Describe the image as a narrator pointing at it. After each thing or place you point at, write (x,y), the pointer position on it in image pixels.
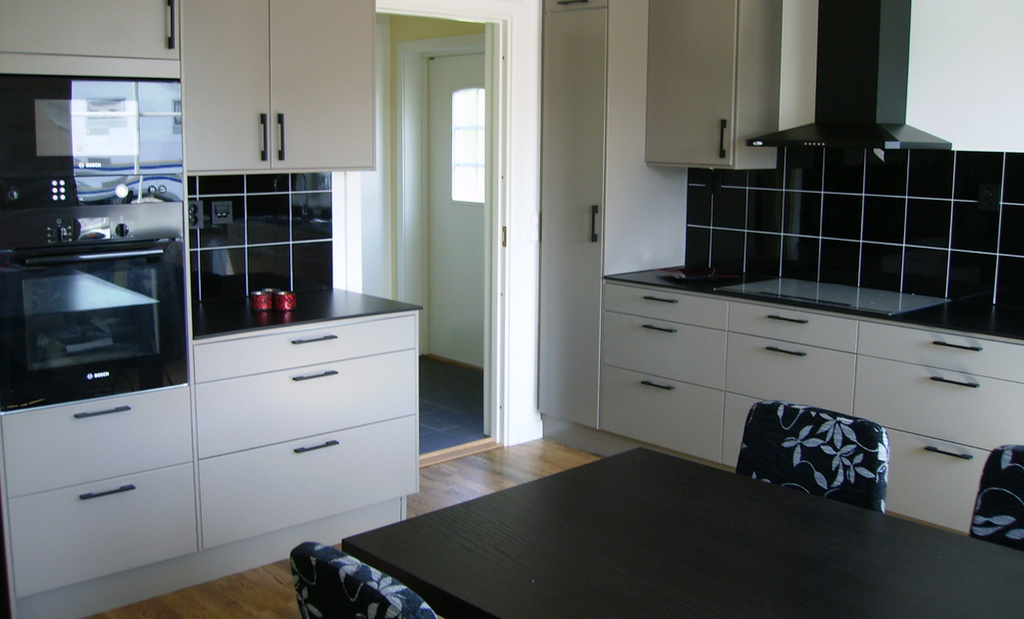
In this picture there is a kitchen (324,367) in which there is a chimney (846,94), cupboard (671,137), dining table (659,531) and some chairs (802,452) here. There is a oven (103,248) and some desks (314,390) here. We can observe a entrance (442,211) in the background (447,226).
